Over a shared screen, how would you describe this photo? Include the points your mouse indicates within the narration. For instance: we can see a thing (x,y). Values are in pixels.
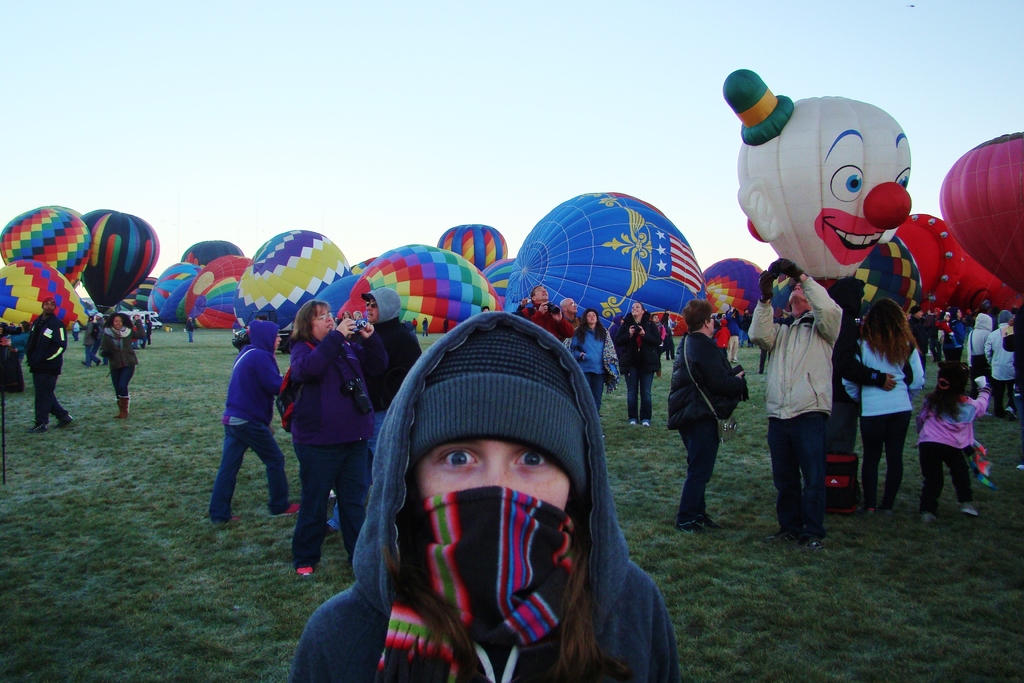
In the picture I can see a woman (488,523) wearing a scarf (487,578) to her face (507,483) and there are few other persons (840,357) standing behind her on a greenery ground (748,376) and there are some other objects (537,256) in the background (678,271).
